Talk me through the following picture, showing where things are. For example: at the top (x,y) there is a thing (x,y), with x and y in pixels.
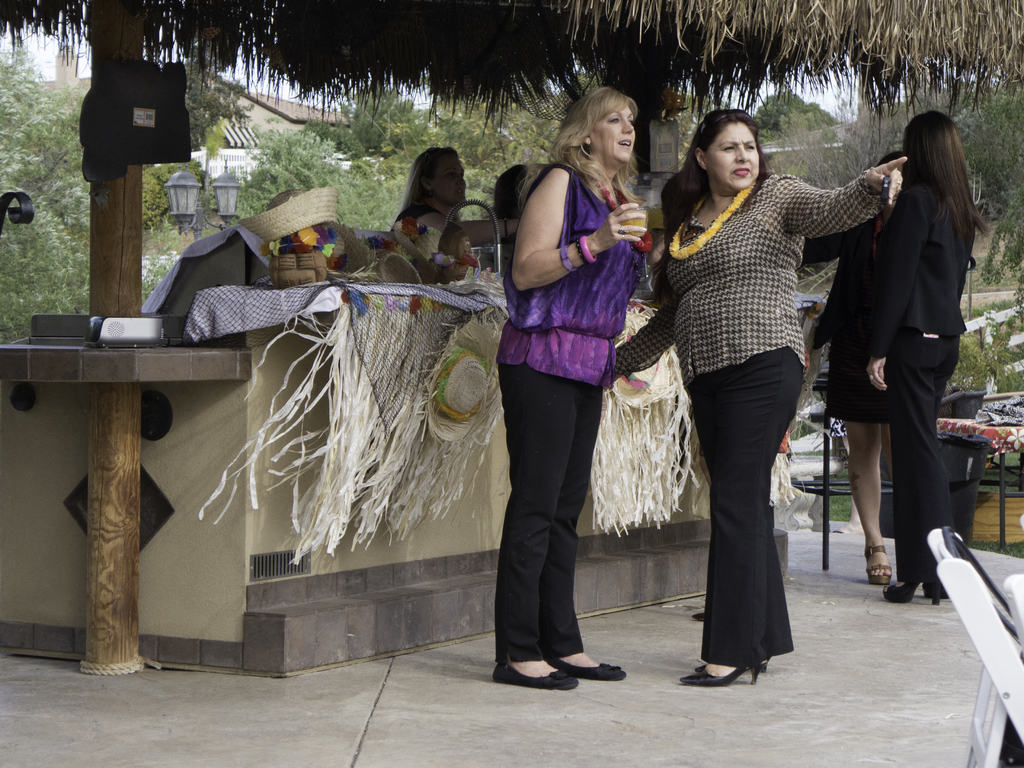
In this image in the foreground (552,358) there are two women (768,518) who are standing, and in the background (914,369) there are some people (845,263) who are standing and there is one store (349,344). In that store (353,244) there are some hats (353,244) and some baskets (431,265), at the bottom (457,642) there is a walkway (844,641). In the background (178,206) there are some trees (215,105), houses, poles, lights (185,194) and some other objects (957,465). On the left side (130,419) there is one pillar (124,401) and some objects (109,144).
